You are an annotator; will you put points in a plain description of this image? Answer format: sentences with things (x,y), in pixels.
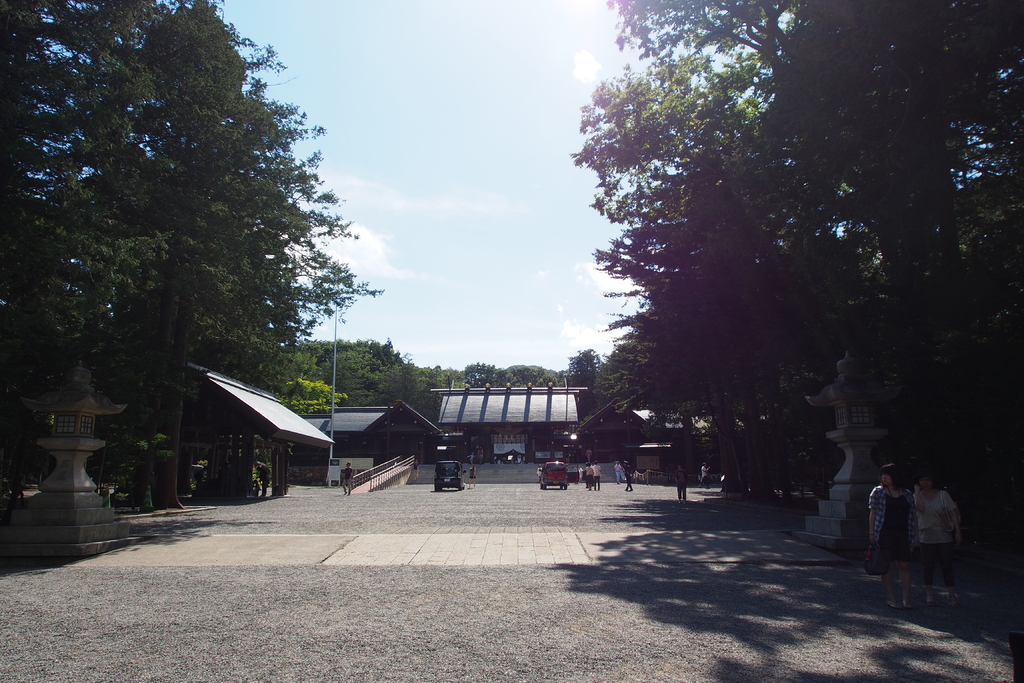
In this picture we can see few people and vehicles (552,470) on the road (493,502), beside to the road (580,498) we can find few trees (95,261), houses (352,431) and poles (336,334).
